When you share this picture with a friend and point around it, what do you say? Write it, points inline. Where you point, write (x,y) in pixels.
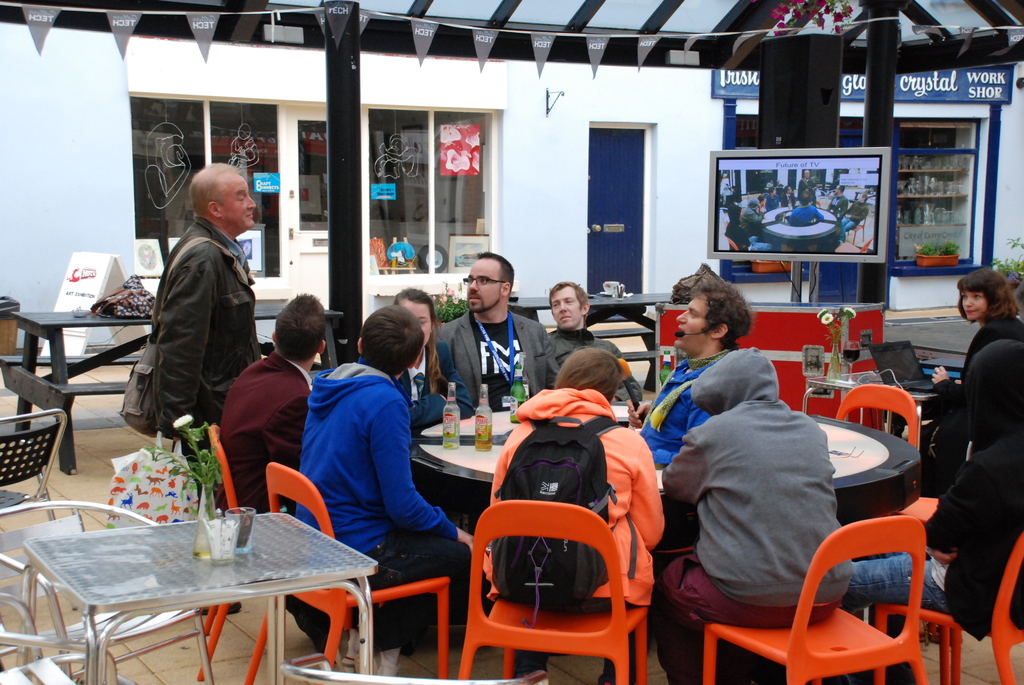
In this image I see number of people (720,316) who are sitting on the chairs (859,401) and there is a table (857,458) in front of them and on which there are few bottles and I can also see a flower vase (853,316) and a glass (850,345) and the laptop (907,344). I can also see that there is a man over here is standing. In the background (254,133) I see the wall (60,265), door (313,155), windows (272,133) and a TV (871,242).
